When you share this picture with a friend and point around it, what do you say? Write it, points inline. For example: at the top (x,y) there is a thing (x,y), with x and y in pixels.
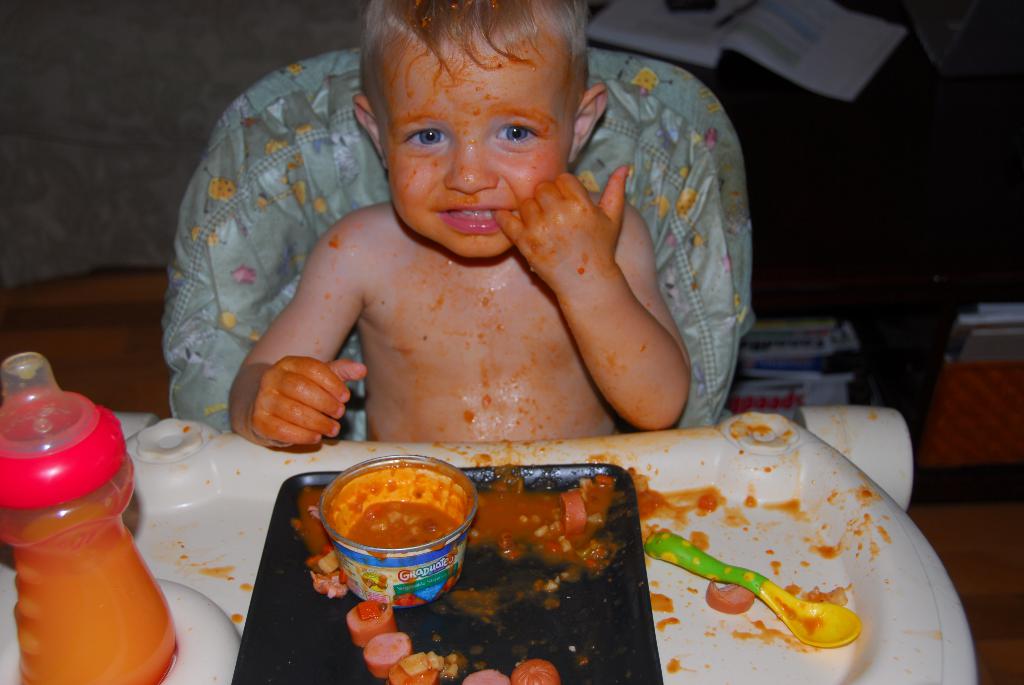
a person (535,241) is sitting on a chair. in front of him there is a white table (795,669) on which there is a black plate (544,626) and a cup (423,556), a spoon (705,573) and a plastic bottle (71,580). a sauce (366,521) is spreaded on the person's body (443,387) and the table (823,509). behind that there is a book (725,38).
